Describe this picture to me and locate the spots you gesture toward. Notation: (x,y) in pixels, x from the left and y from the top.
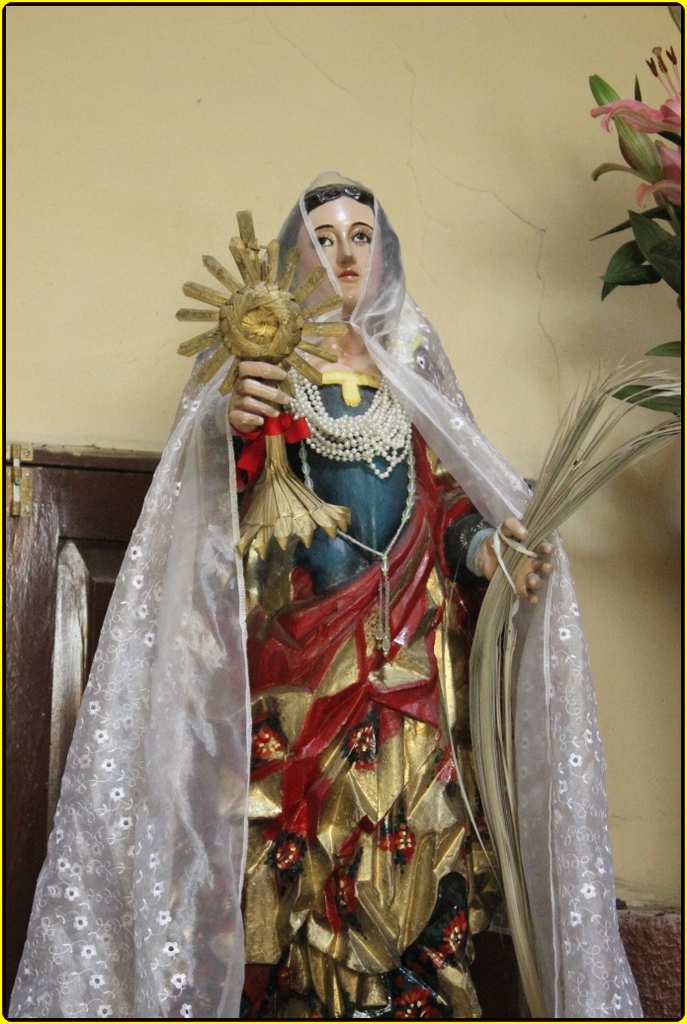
In this image we can see a statue (360,628) holding some objects (478,645) and beside the statue (414,628) there are flowers (664,167) and in the background (131,368) there is a wall (187,128) with door (82,538).
